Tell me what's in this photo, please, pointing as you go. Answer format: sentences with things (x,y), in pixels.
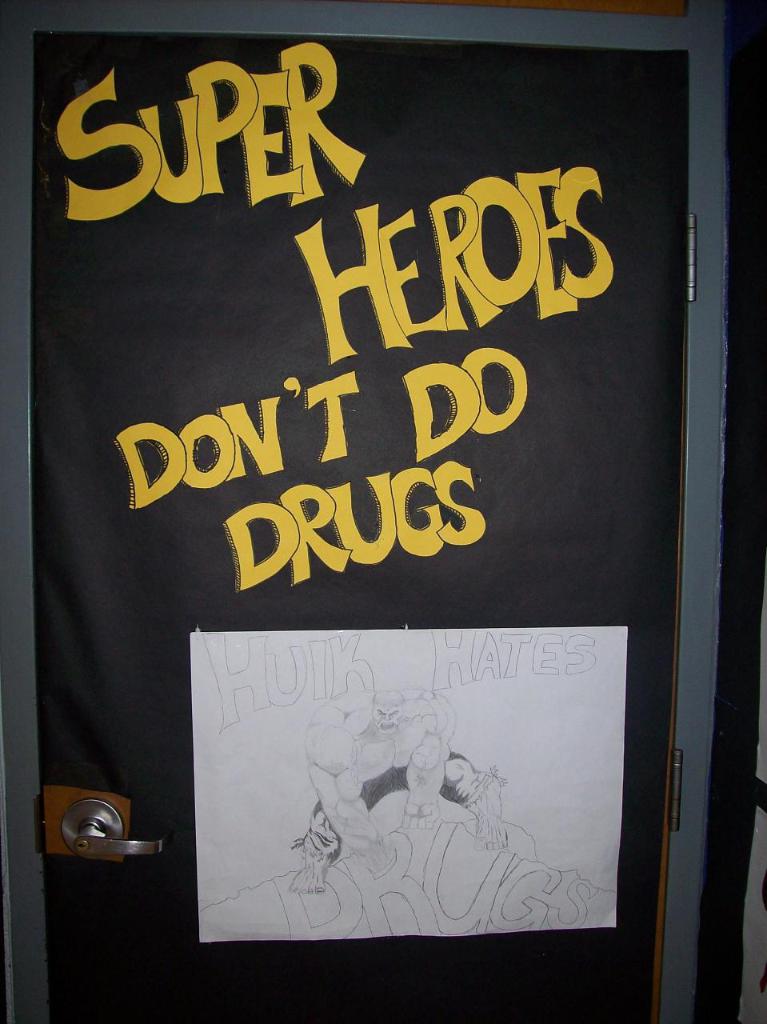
This picture contains a black door (330,591) on which "Superheroes Don't Do Drugs" is written on it, in yellow color. Below that, we see a white color poster (354,844) is pasted on the door (140,902). We even see some text (329,681) written on that poster (371,865).
